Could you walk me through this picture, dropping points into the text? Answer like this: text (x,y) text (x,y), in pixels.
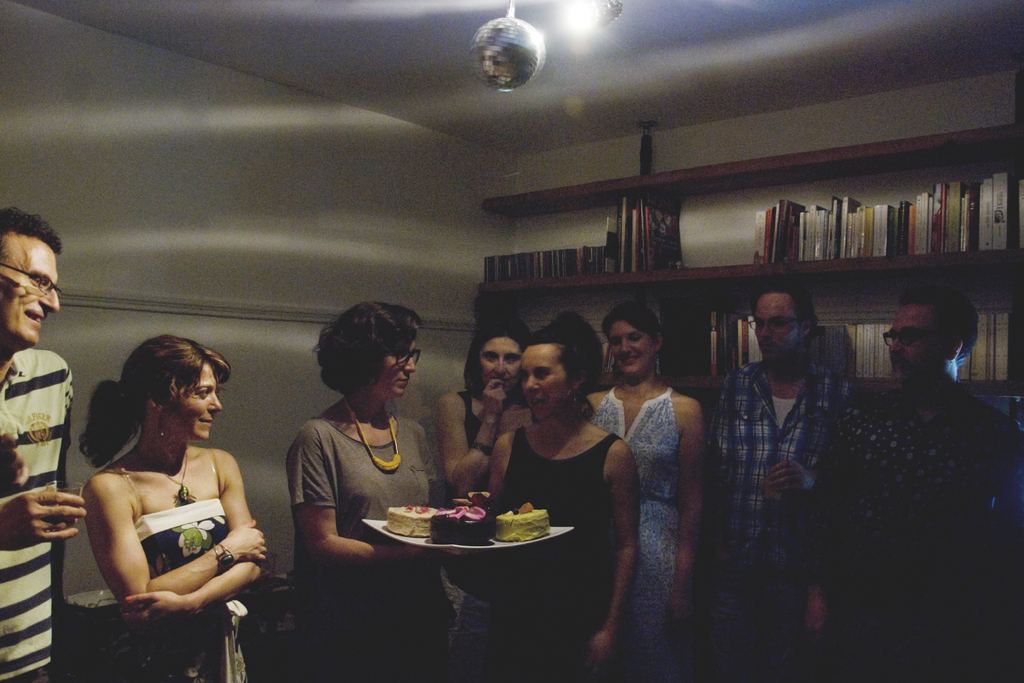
In the picture we can see some people (169,366) are standing and smiling, one woman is standing and holding a plate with cakes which are yellow, black and cream in color and behind them, we can see a wall (894,105) with racks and full of books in it, and to the ceiling (220,6) we can see a light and some ball structure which is silver in color.
